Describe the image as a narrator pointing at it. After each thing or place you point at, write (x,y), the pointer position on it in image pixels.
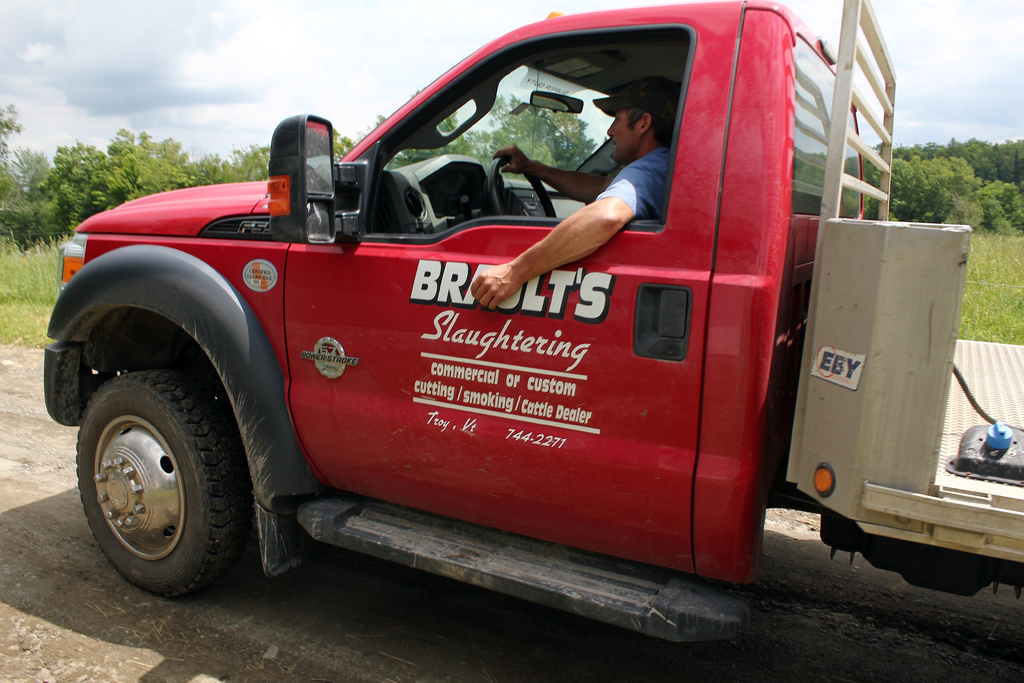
In this image I can see a person (638,197) sitting in the vehicle (310,353). In the background (54,157), I can see the grass (999,243), trees (957,157) and clouds (215,60) in the sky (151,70).
